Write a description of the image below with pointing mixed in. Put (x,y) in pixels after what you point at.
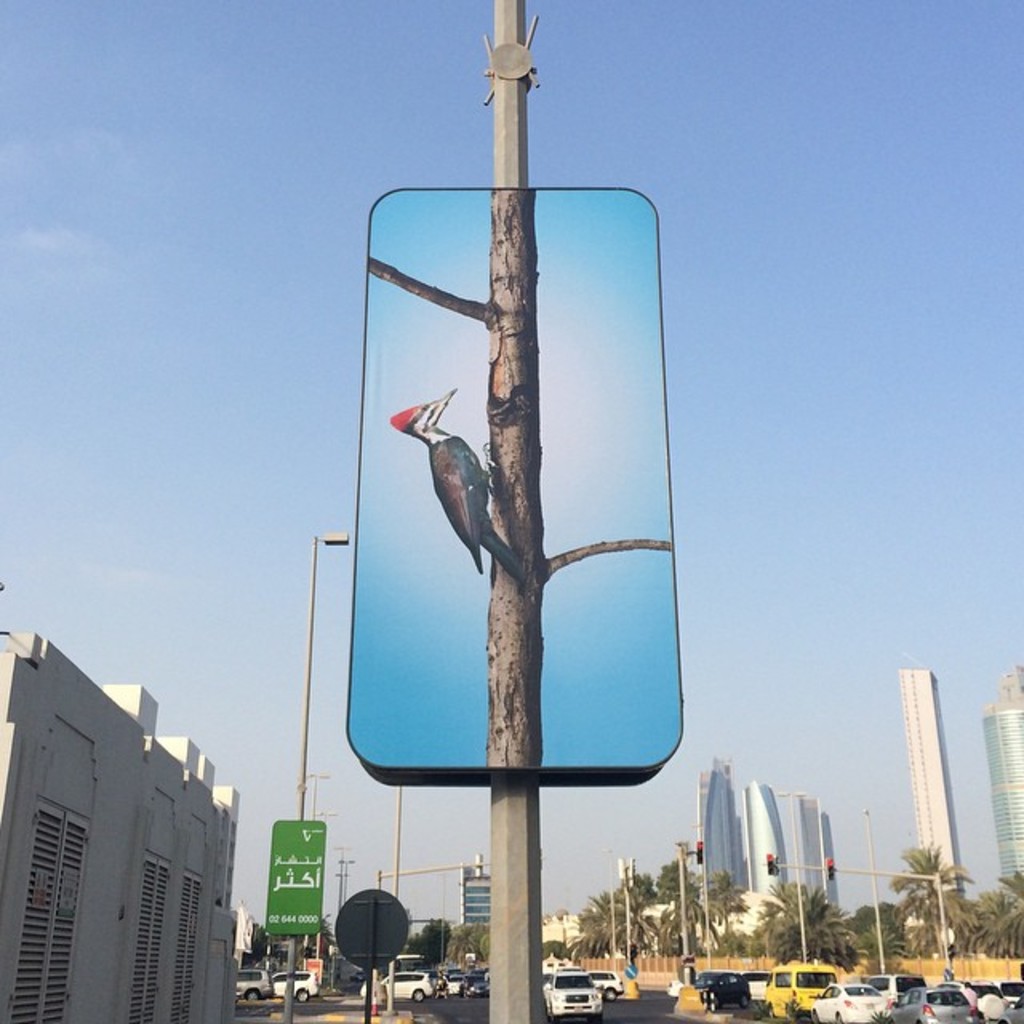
This image consists of a pole (509,117) on which there is a screen (492,575). At the bottom (349,1004), there is a road (252,1023) on which there are many cars (405,957). In the background (1021,784), there are buildings (41,854) and skyscrapers (908,746). At the top (369,108), there is sky (234,135).
